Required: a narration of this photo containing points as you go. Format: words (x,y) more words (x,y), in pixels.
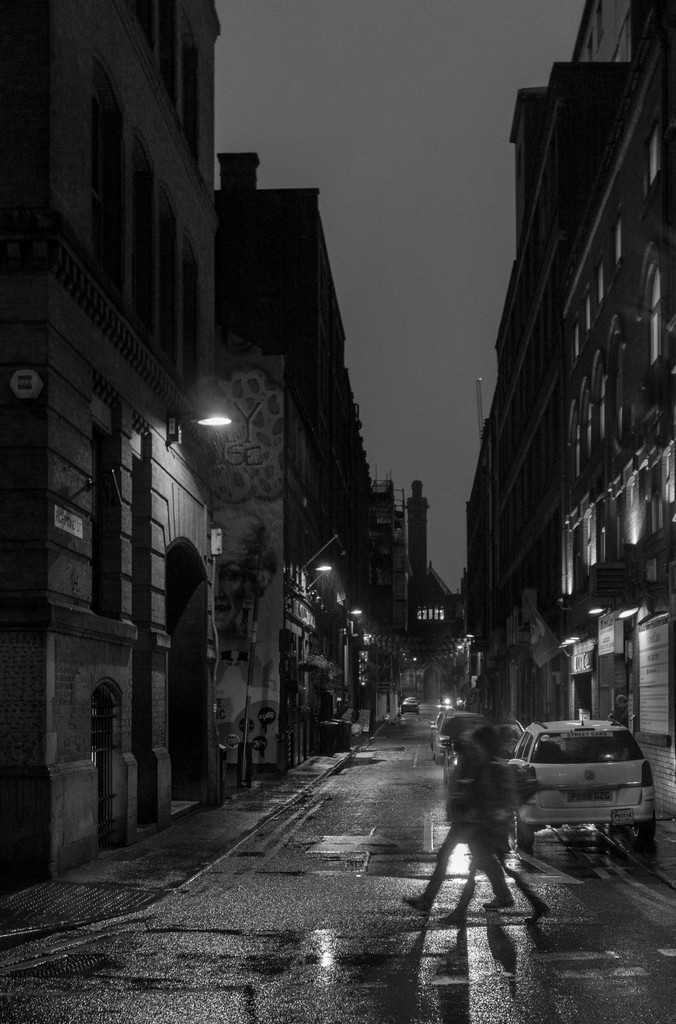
In this picture I can see the road (372,822) in front (474,978), on which there are few vehicles (520,740) and I see 2 persons (478,840) and on the both sides of this image I can see the building (287,451) and I see the lights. In the background (389,269) I can see the sky (375,191) and I see that this is a black and white image.
